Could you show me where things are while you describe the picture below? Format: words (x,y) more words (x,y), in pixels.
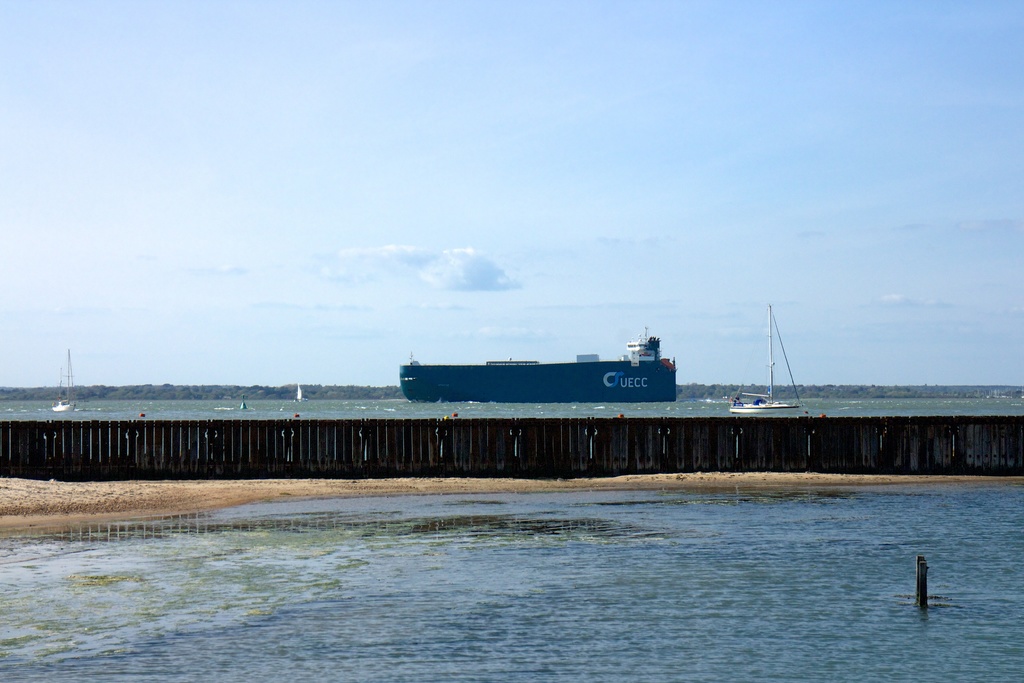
In this image in the front (609,531) there is water (609,531). In the center (651,447) there is wooden fence (533,439). In the background (612,381) there are boats (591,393) and ships (604,393) sailing on the water (828,411), there are trees (831,387) and we can see clouds (388,266) in the sky (524,313).
